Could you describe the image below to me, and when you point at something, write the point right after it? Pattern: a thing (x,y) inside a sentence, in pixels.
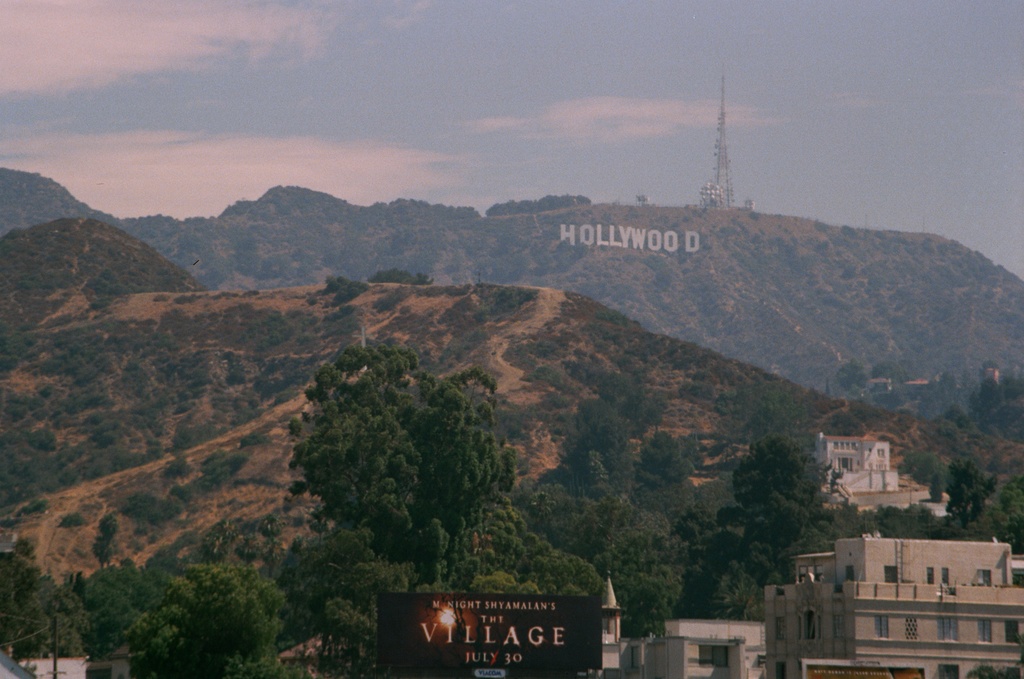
In the center of the image (550,322) we can see hills (778,289). On the right (954,568) there are buildings (807,588). At the bottom (462,627) there is a board (536,661). In the background (608,152) there is a mobile tower (722,162) and sky (408,99).
